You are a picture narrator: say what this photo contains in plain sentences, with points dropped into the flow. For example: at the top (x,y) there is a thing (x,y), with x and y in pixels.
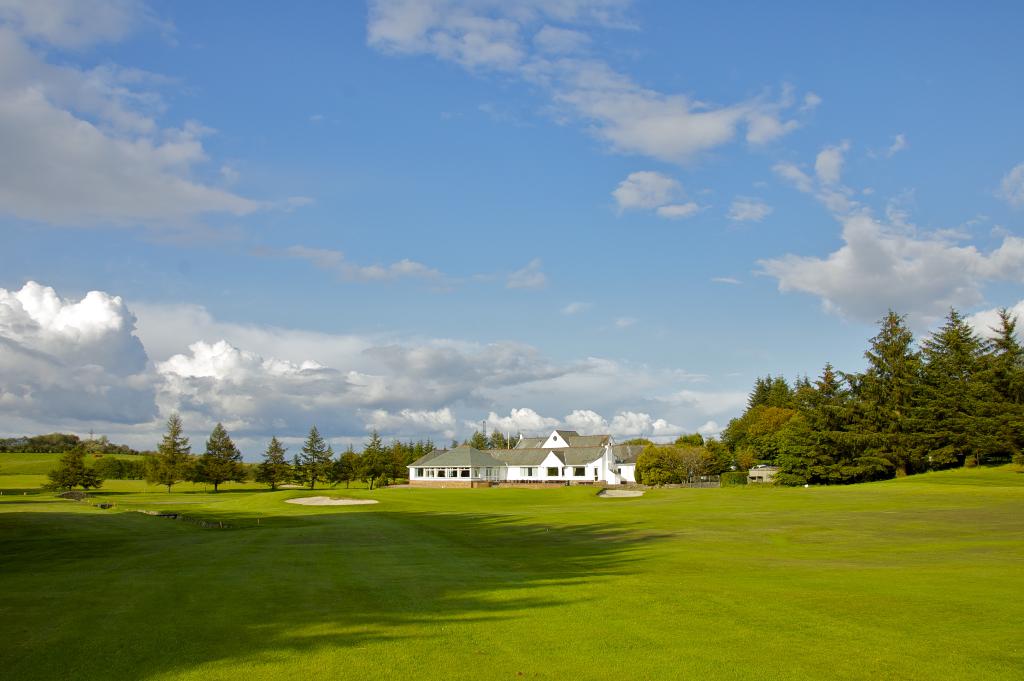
At the bottom (450,591) we can see grass (443,609) on the ground (381,535). In the background (237,447) there are trees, houses (577,467) and clouds (181,210) in the sky (191,210).
